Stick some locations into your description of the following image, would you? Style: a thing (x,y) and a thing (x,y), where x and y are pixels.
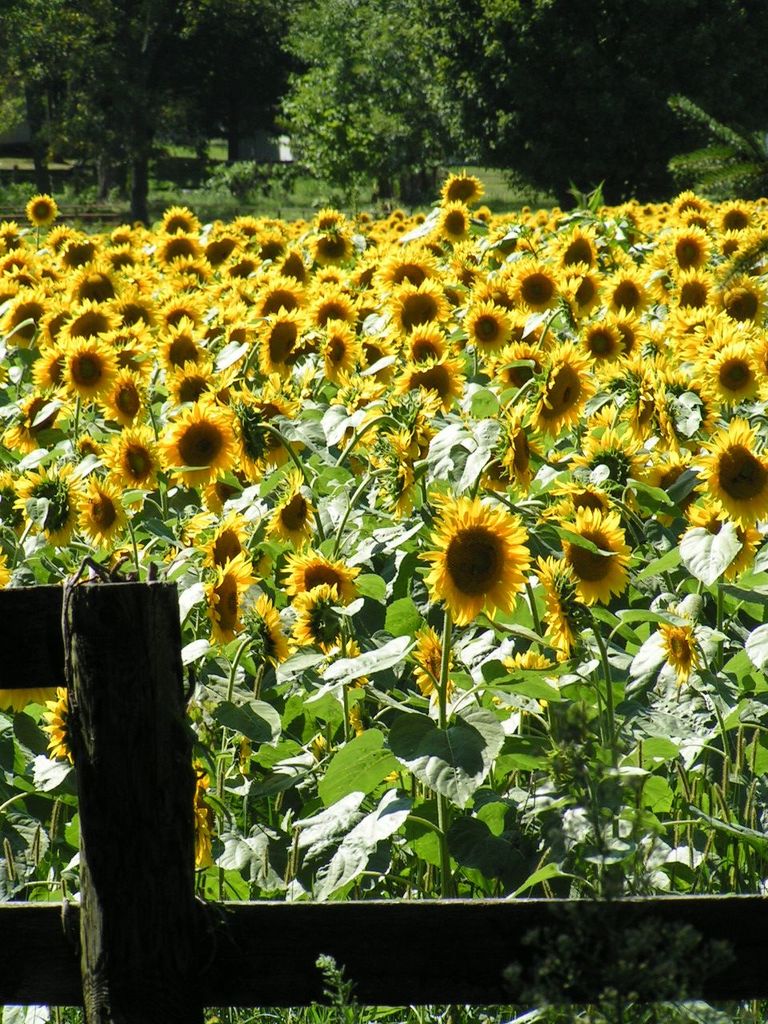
In this image in front (49,947) there is a fence (410,902). Behind the fence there are plants (485,680) and flowers (217,474). In the background of the image (316,128) there are trees (270,58).
